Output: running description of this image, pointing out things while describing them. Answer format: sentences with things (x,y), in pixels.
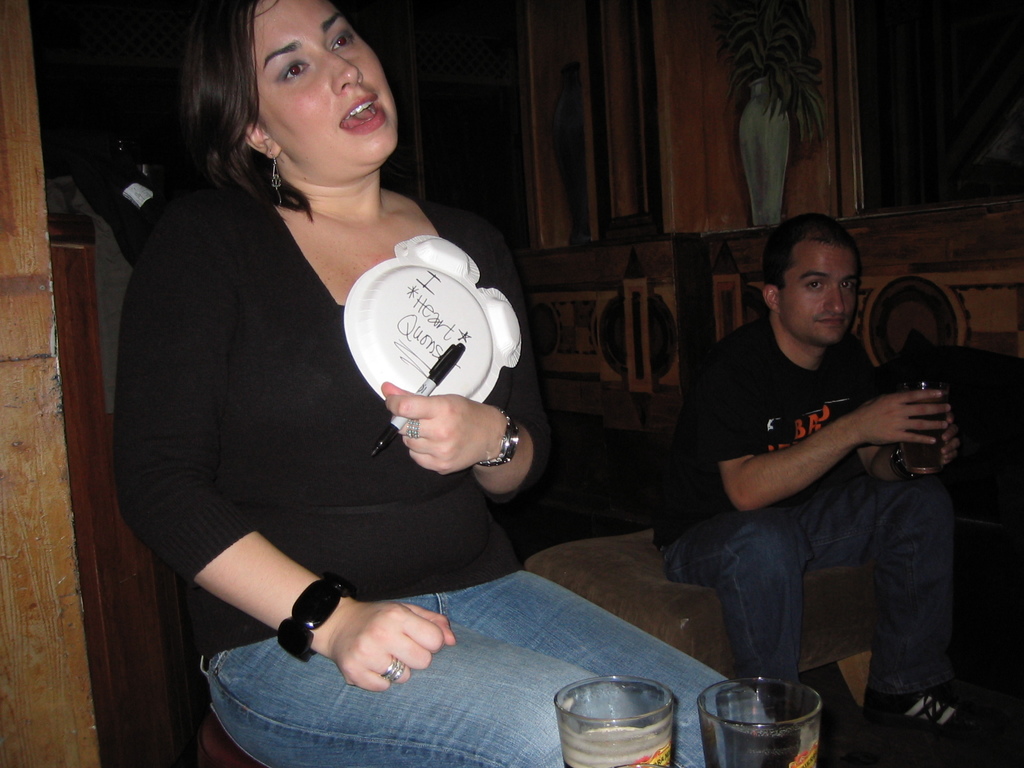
In this picture we can see a man (853,485) and a woman (302,454) is sitting, this woman (439,470) is holding a pen (446,356) and a plate (397,371), a man (806,405) on the right side (813,488) is holding a glass (927,446) of drink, we can see two glasses (782,706) at the bottom (657,738), there is a dark background (176,127), we can see painting (777,82) of a flower vase (747,170) on the right side (769,126).
